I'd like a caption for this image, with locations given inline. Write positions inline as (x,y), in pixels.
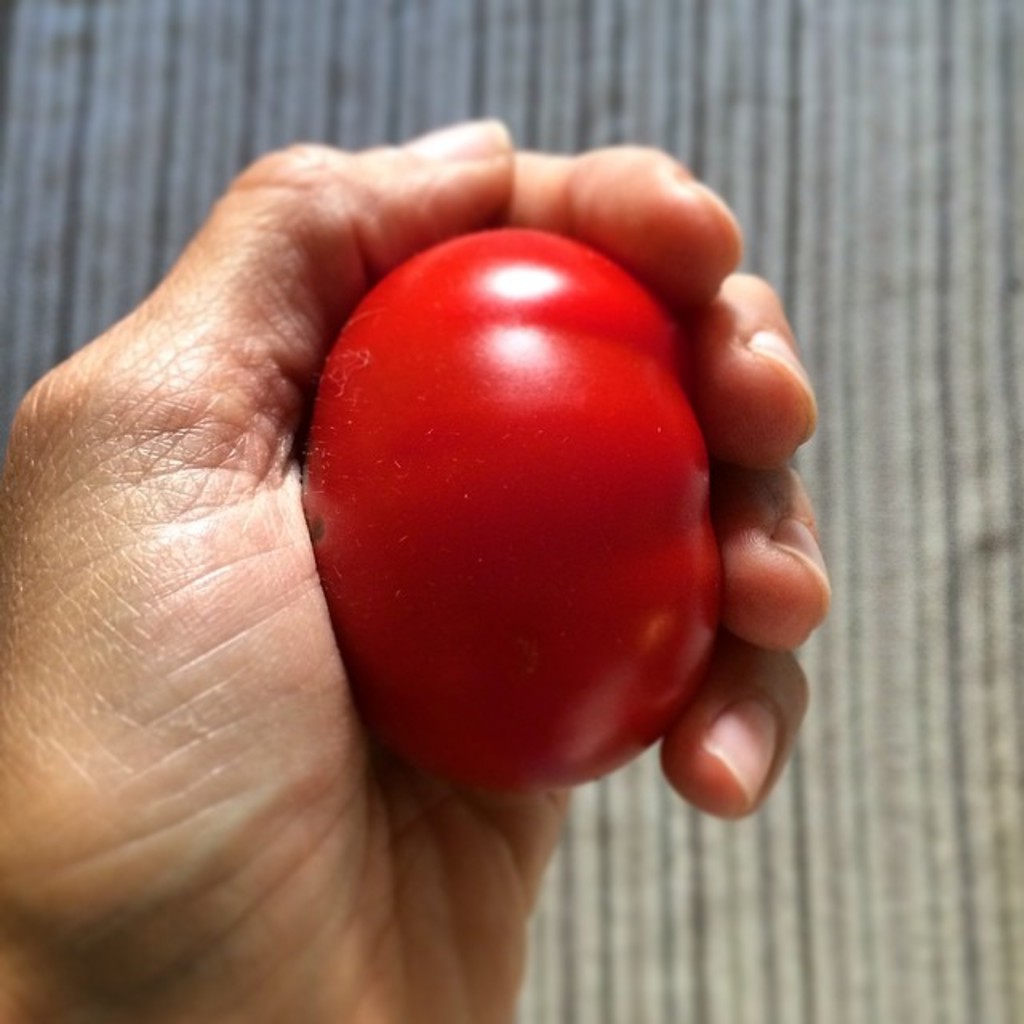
In this image we can see a person (730,707) holding the tomato (610,528) and in the background (294,139) we can see a grey surface (839,662).
